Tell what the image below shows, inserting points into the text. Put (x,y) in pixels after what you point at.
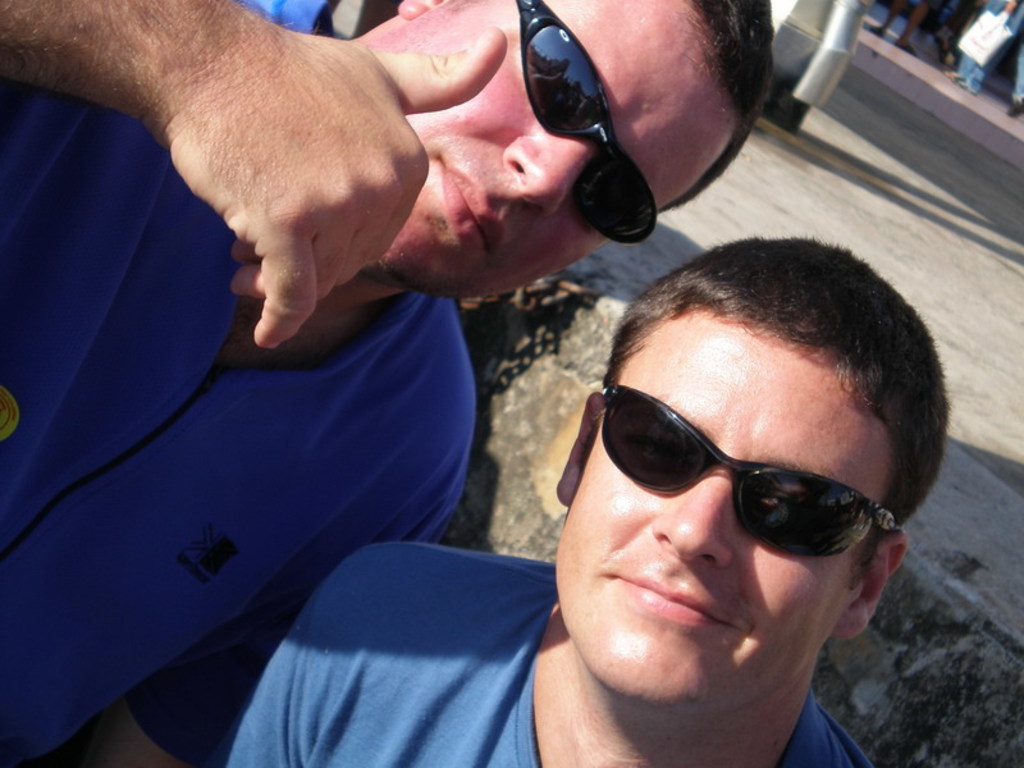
In this image I can see two men (442,287) and I can see both of them are wearing blue dress (251,590) and black shades (609,426). Over there I can see few people (1016,15) are standing.
